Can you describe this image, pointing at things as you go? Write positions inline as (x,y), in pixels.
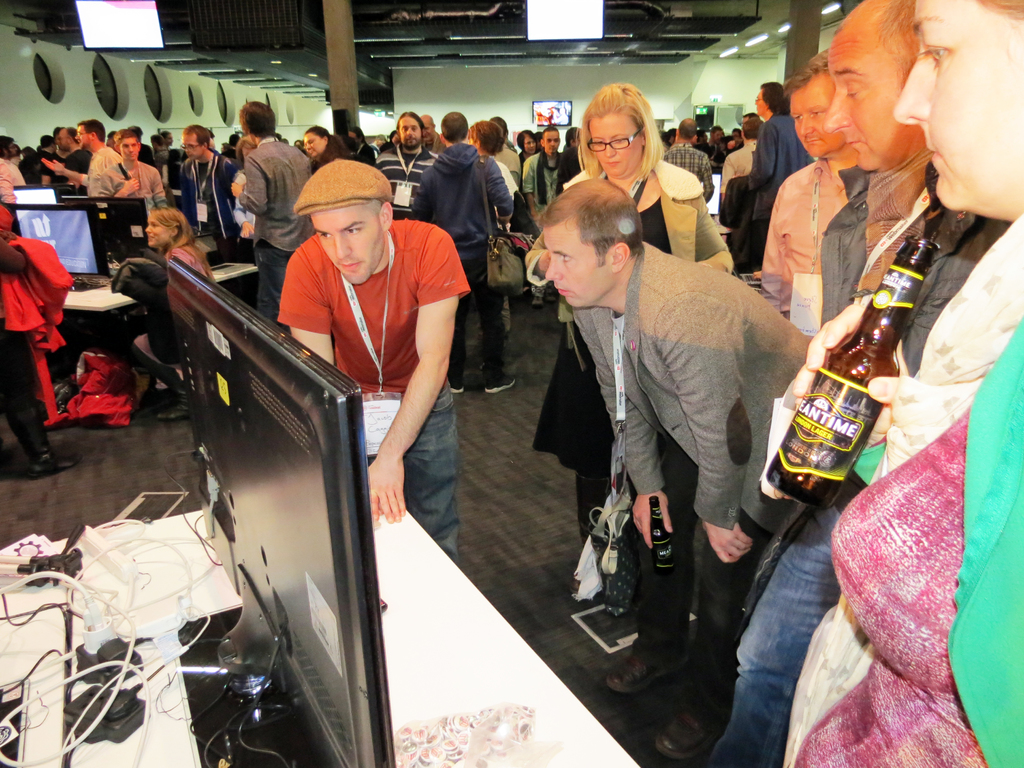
There are many people (495,187) standing in this picture where a lady (859,568) to the right side of the image (921,536) is holding a glass bottle (842,415) and a red shirt guy (427,303) is operating the monitor (280,467) placed on the white table (423,668). There are many sockets (121,693) on the table (458,688). Holes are present on the wall (68,86) in the background (290,106).
